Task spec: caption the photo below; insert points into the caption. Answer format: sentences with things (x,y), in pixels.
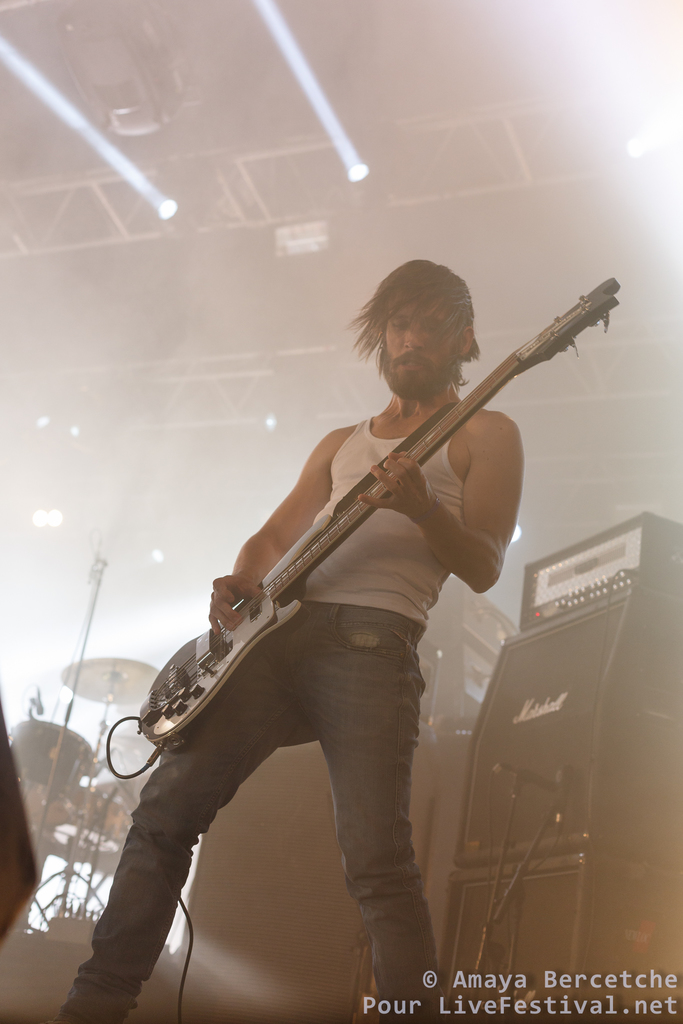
There is a man (455,402) who is wearing vest of white color (398,575) and a jeans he is holding guitar (347,525) in his hands (401,456), in the background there are few musical instruments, on the roof (239,305) there are lights (44,86), to the right side of the person (434,389) there are other instruments (561,763).
